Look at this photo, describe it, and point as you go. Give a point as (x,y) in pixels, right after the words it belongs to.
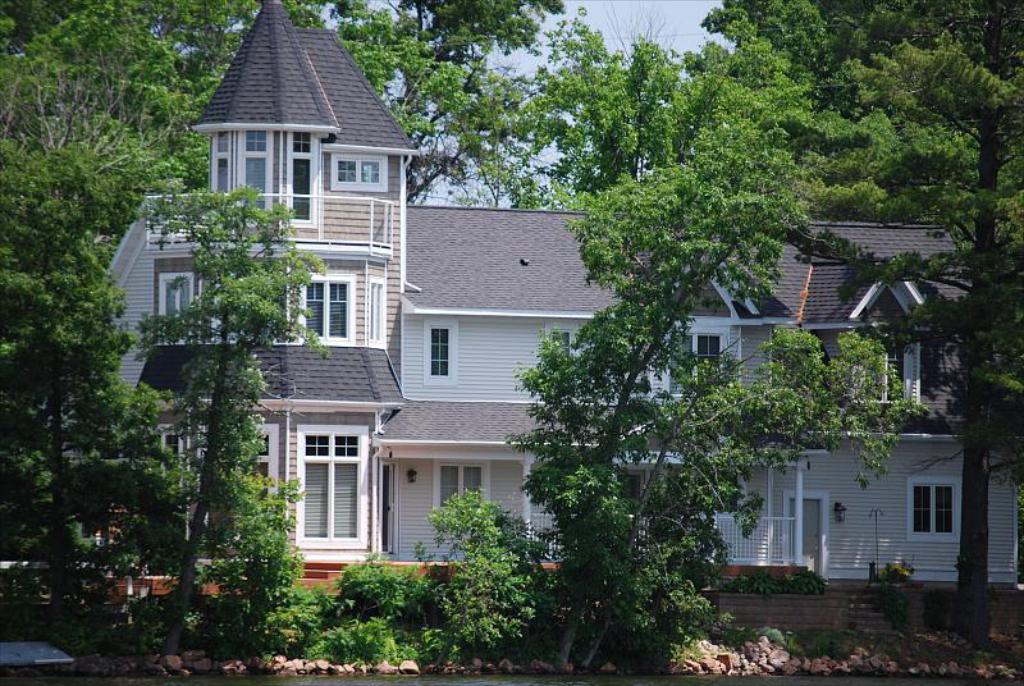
This image consists of a building (510,341) in the middle (658,445). There are trees (49,88) at the top (778,13) and bottom. There is water (249,685) at the bottom (388,685).
